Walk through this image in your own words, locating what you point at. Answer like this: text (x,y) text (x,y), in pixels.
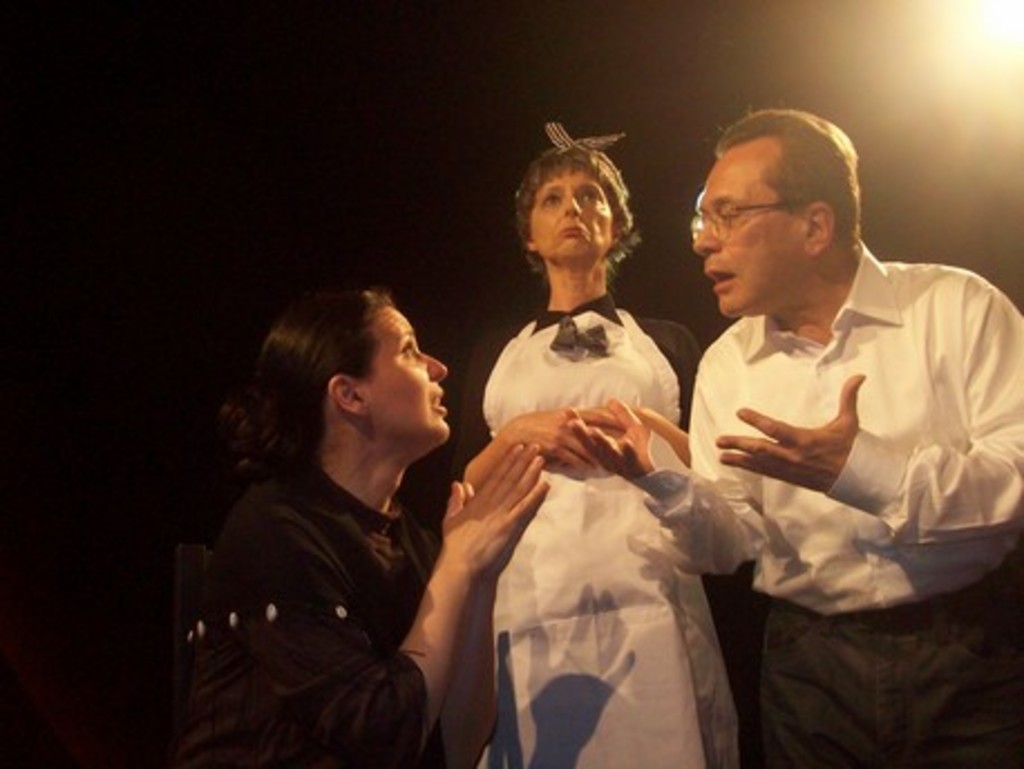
In the foreground of the picture (355,478) we can see three persons (346,482). The picture is looking like it is taken while a drama. In this picture there are two women (576,465) and a man (800,493). In the top right corner (966,70) there is light (940,61). The background is black.
